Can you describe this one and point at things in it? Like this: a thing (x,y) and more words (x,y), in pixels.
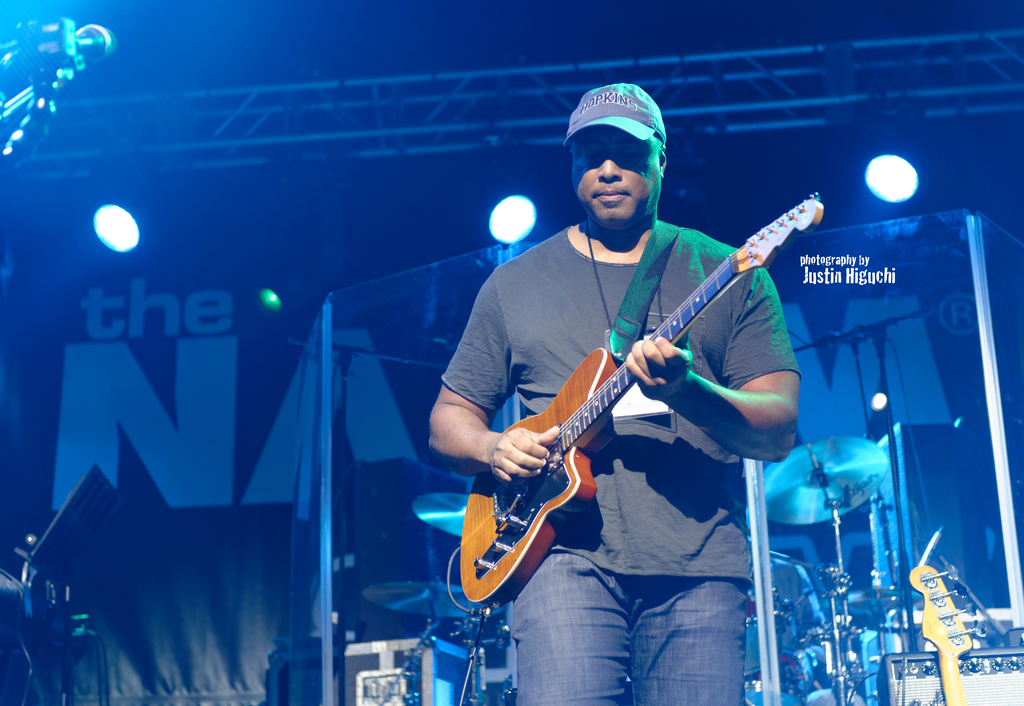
In this image i can see a man (673,255) who is wearing a hat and a black t shirt (624,501) playing guitar (555,476) on the stage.
